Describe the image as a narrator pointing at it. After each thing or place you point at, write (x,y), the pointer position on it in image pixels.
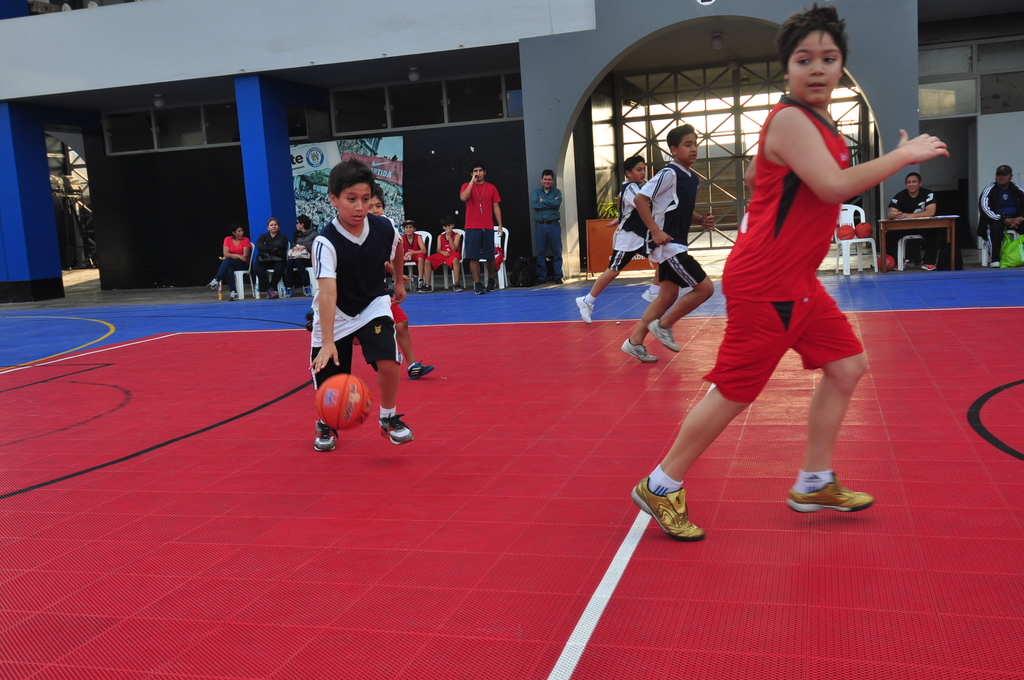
In the image a group of boys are playing with the ball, behind them few people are watching the game, on the right side (846,217) there are some balls (856,227) kept on a chair (843,265). In the background (260,143) there are two pillars (16,184) and behind the pillars (33,192) there is a wall (174,157).
